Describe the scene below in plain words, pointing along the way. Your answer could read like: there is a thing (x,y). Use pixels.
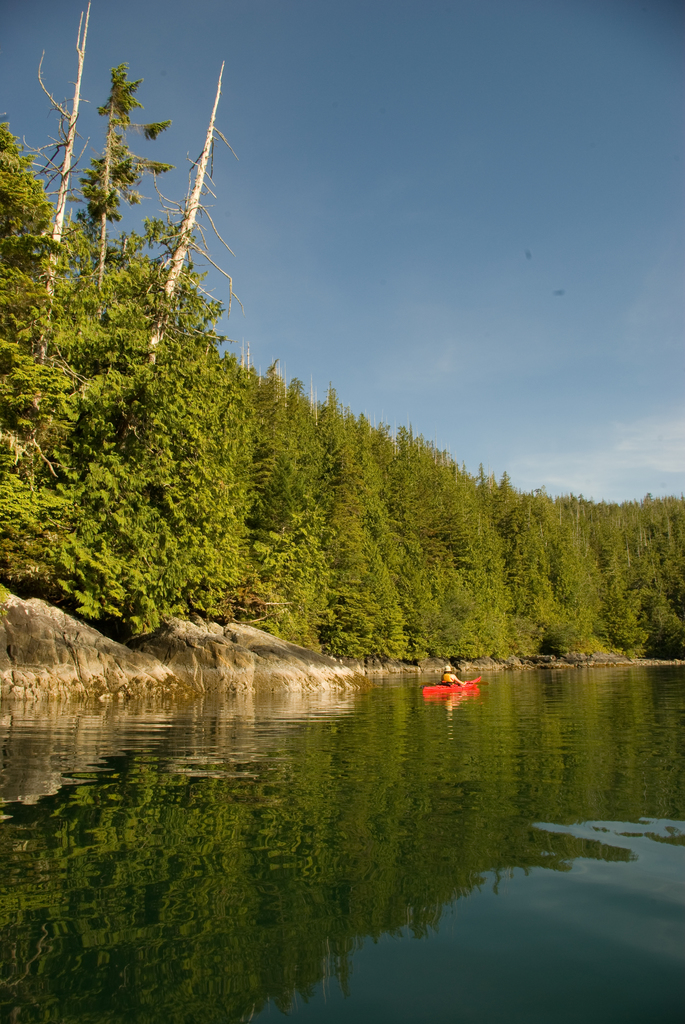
In this image at the bottom (323,974) there is a river (379,762), in that river (442,714) there is one boat (451,686) and one person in the background (249,552) there are some trees (389,571) and some rocks (100,638). At the top of the image (357,135) there is sky (356,300).
